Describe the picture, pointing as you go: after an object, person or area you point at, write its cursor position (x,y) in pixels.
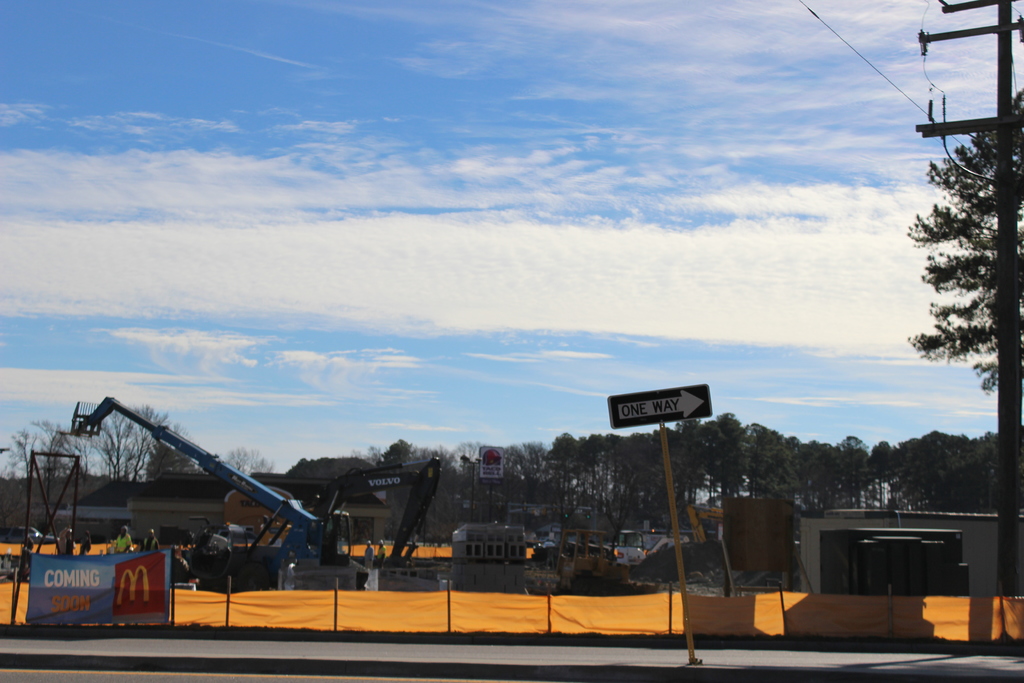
This picture is clicked outside. In the foreground (146,621) we can see the text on the banner (149,583) and we can see the curtains (579,622), metal rods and the text (650,406) on the board (659,408) attached to the pole (689,634) and we can see the tree (957,220) and a pole (1001,361) and we can see a crane (277,552), group of persons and many other objects (422,490). In the background (203,168) we can see the sky (452,220) with the clouds (717,286) and we can see the trees (936,449) and some other objects (238,522).
